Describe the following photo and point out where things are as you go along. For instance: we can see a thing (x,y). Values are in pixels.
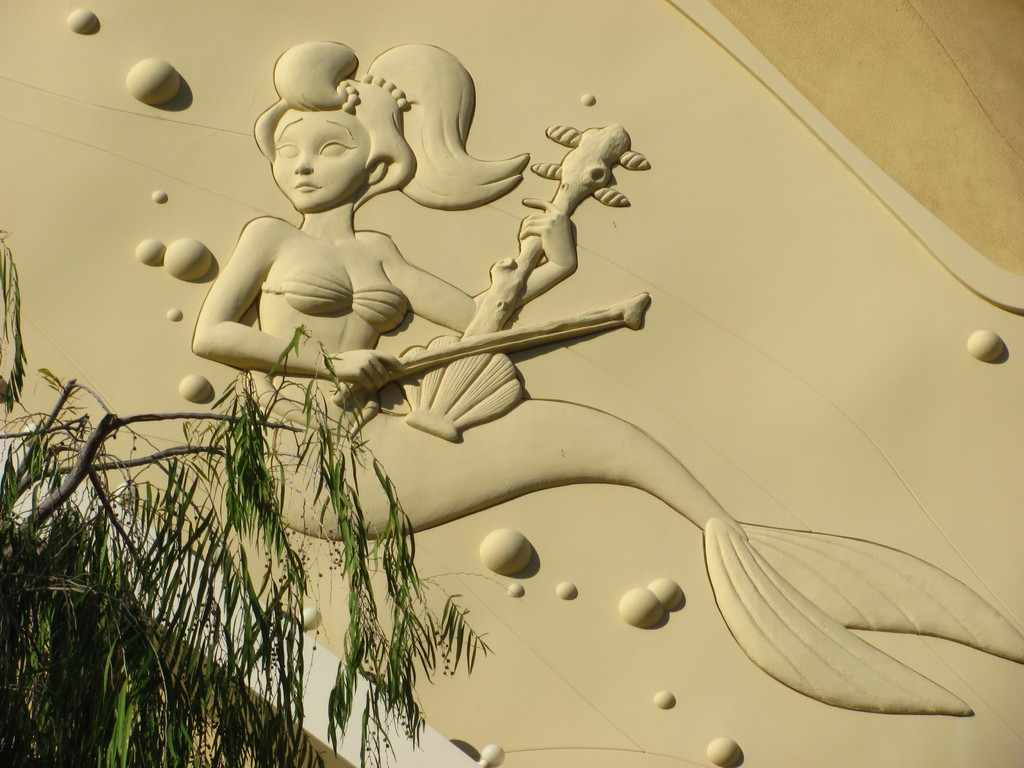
In the image we can see there is an art (462,491) of mermaid (377,318) playing musical instrument (438,383) on the wall (680,195) and there is a tree (3,614).
